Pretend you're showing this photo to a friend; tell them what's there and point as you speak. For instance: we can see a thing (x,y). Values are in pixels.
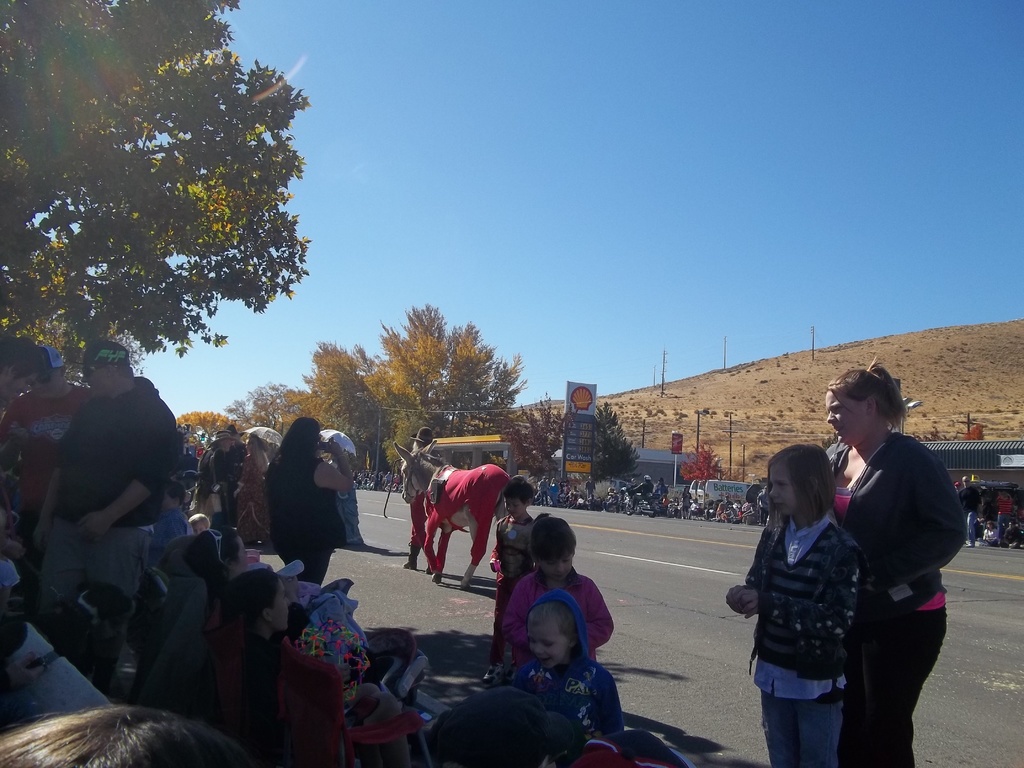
In this picture we can see a group of people (496,644) and a donkey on the road (477,649), here we can see sheds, umbrellas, trees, poles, motorcycles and some objects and we can see sky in the background (785,50).
